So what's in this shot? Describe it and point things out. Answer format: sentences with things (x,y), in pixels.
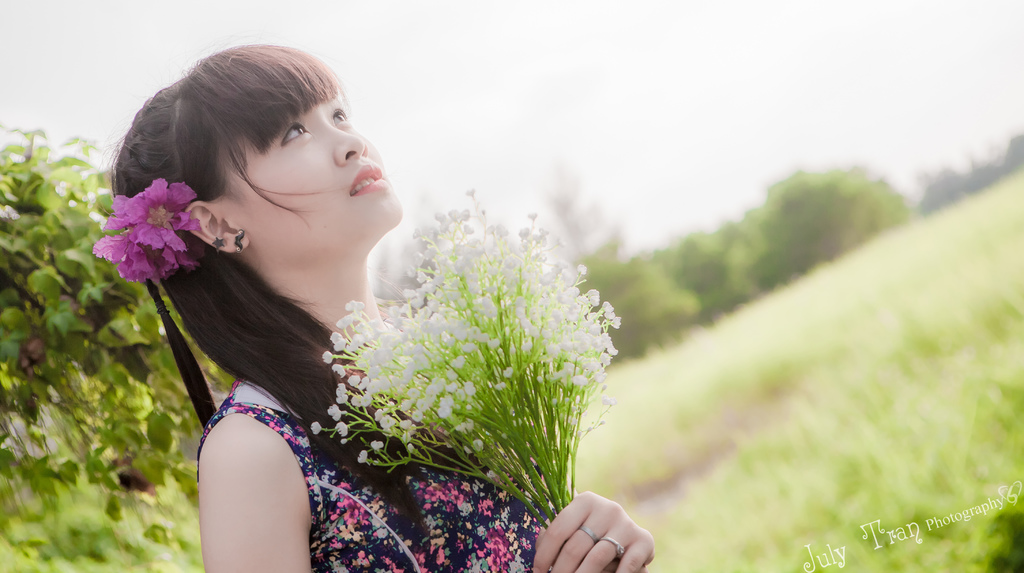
In this image I can see a girl (361,257) facing towards the up right, holding a flower bunch (477,374) in her hand (550,522). The background (703,157) is blurry.
